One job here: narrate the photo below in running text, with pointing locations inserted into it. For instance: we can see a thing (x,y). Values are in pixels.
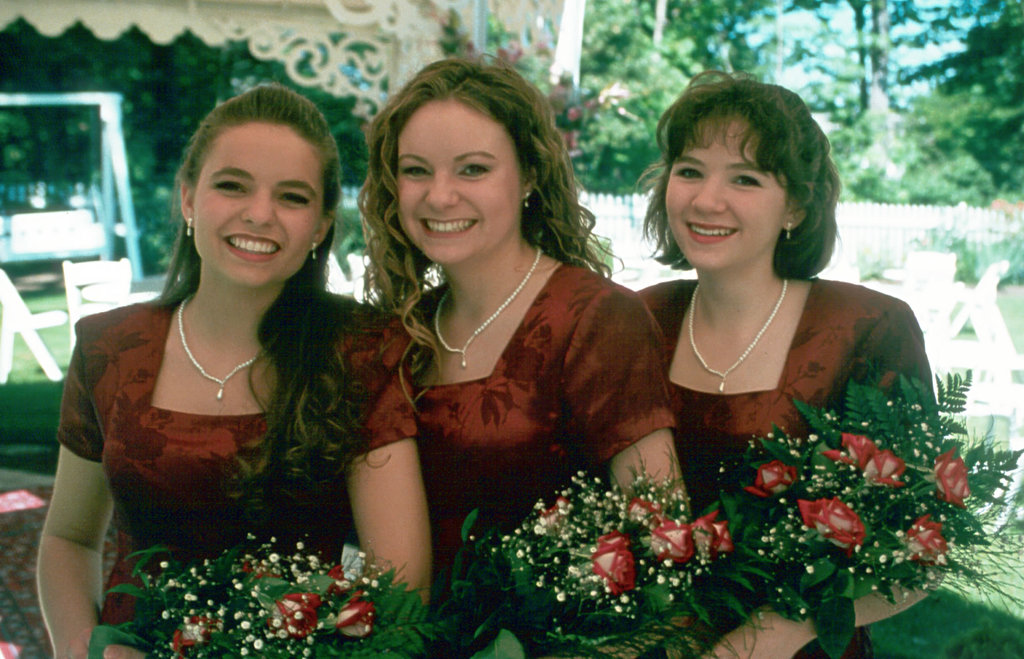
In this image we can see three women (717,309). They are smiling and holding flower bouquets (797,486). In the background (363,293) we can see chairs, fence (938,206), plants (888,192), trees (1015,140), and objects (322,77).
